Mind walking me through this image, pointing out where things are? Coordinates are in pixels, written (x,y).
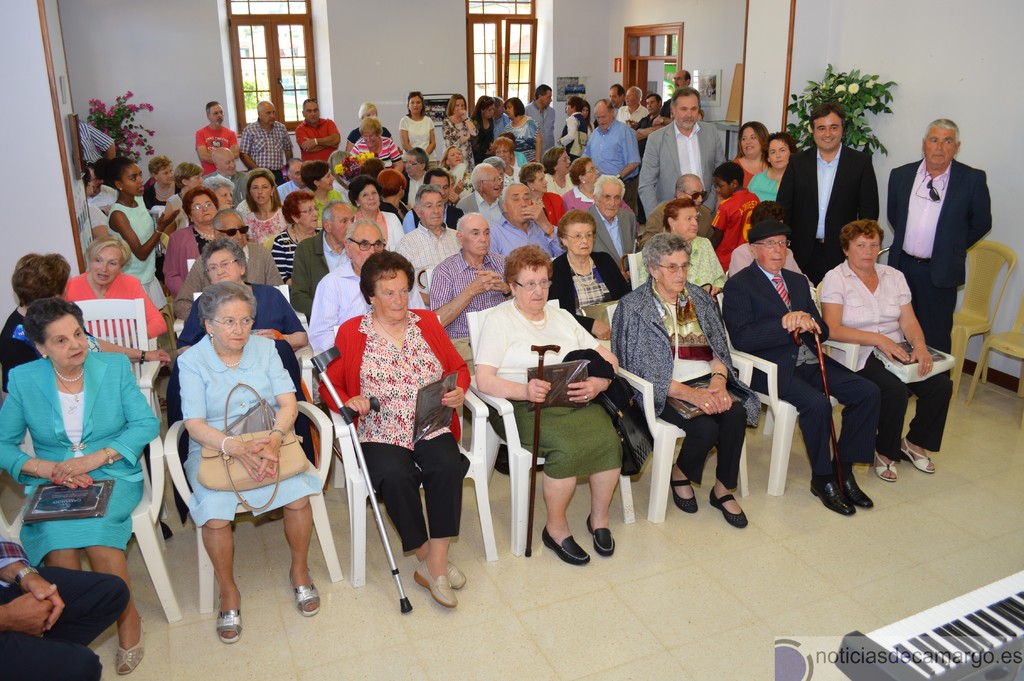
In this image we can see a group of people (538,240) are sitting on the chairs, here is the glass window (261,36), here is the door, here is the plant (112,101), and flowers (134,94) on it, here is the piano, here is the wall (941,30).
